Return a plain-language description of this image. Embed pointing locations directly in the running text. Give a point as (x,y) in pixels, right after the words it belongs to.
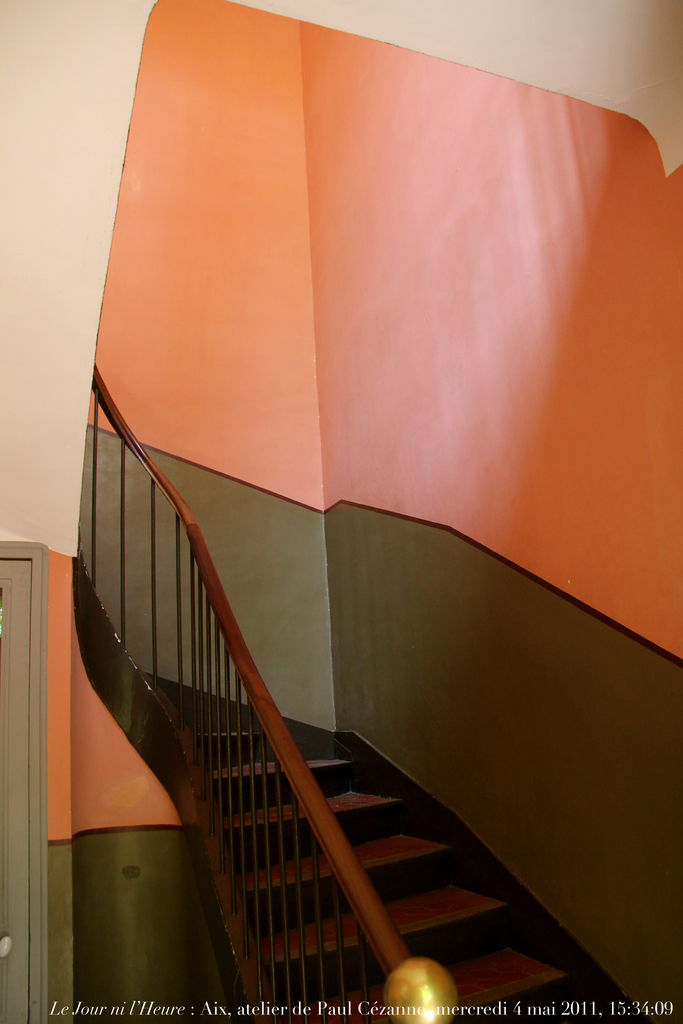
In this image in the foreground (311,821) there are some stairs (270,859), and a fence (195,683) and in the background (164,279) there is a wall (535,313).
